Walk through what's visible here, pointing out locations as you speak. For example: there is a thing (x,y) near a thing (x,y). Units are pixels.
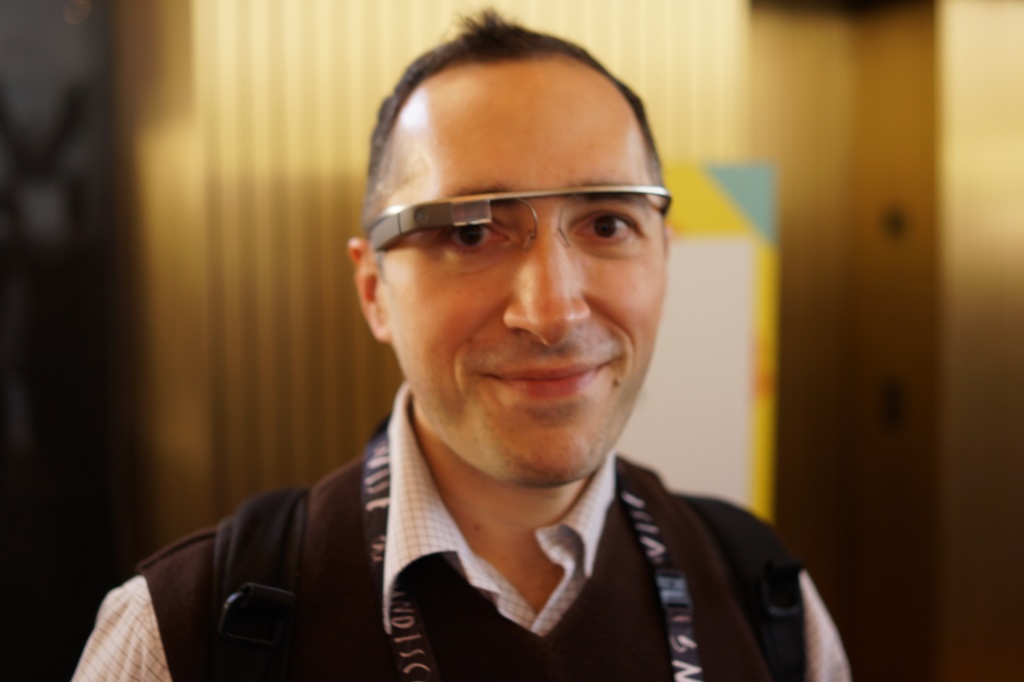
In this picture there is a person (691,547) with white check shirt (140,629) is standing and smiling. At the back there is a board (713,481) on the wall (194,4).
